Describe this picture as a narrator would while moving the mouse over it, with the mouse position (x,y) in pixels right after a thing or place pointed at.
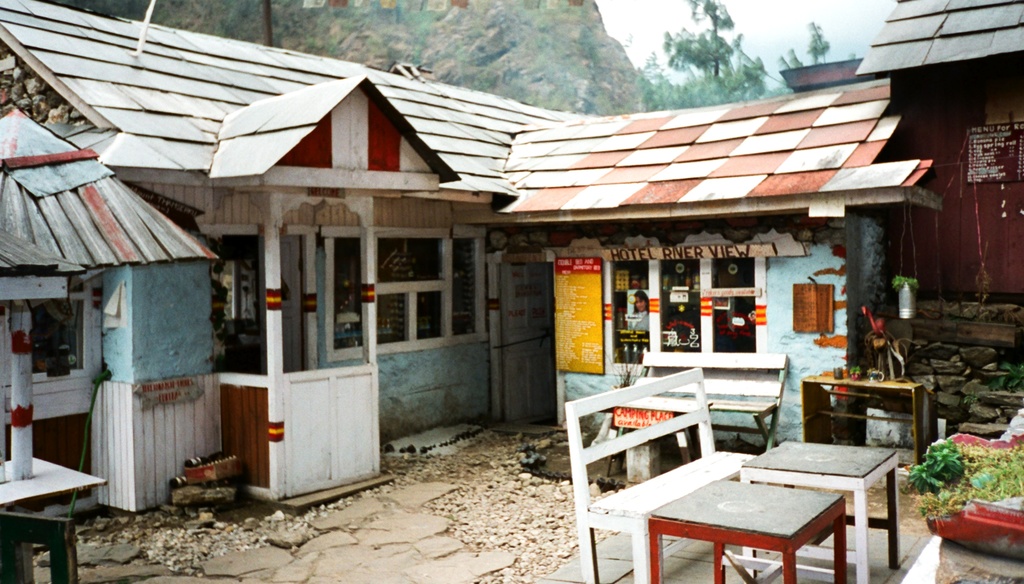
In this image it seems like there is a old house (731,180) in the foreground (573,133) and in the background (523,67) there is hill (527,50) and trees (642,79). At the bottom (761,457) there is bench (686,463) and two stools (780,510). In the middle (646,313) there is window (690,340) and hoarding (589,288). At the bottom (491,514) there are stones (503,525) and floor (442,531). To the right corner (966,470) there are small plants (987,463).
